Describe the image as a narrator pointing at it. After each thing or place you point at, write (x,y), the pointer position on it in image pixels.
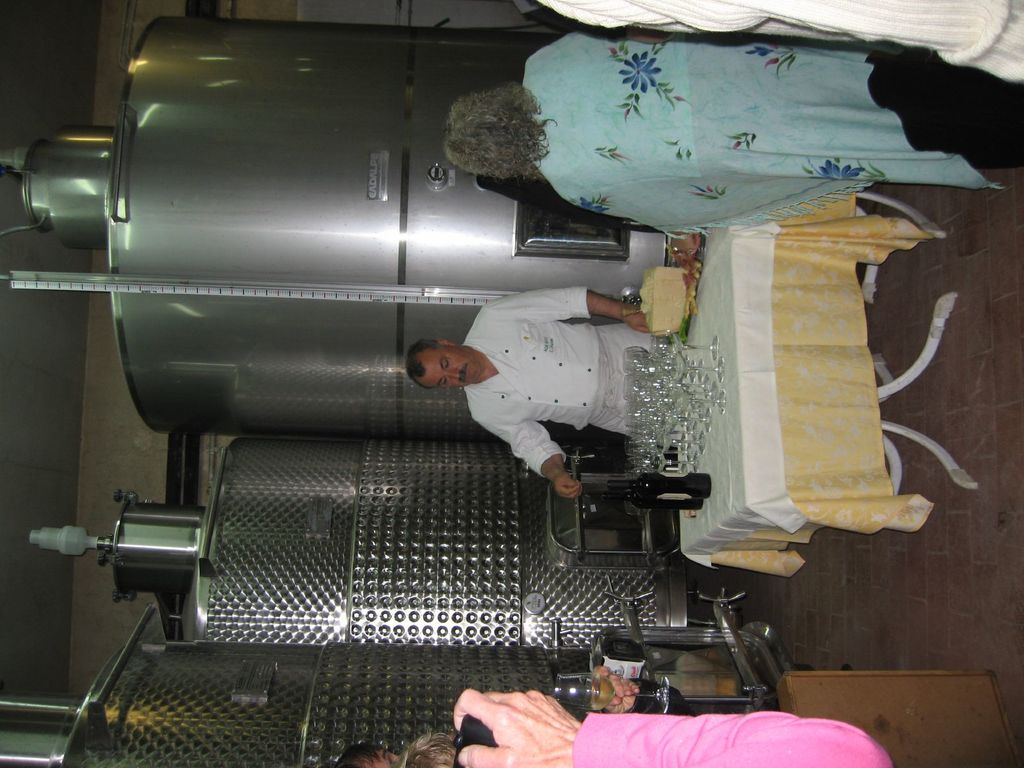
In the image I can see people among them some are holding glasses (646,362). I can also see a table (774,507) which has bottles (673,480), glass (692,435) and covered with cloth (768,435). In the background (158,428) I can see machines (280,492), wall (142,460) and some other objects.
